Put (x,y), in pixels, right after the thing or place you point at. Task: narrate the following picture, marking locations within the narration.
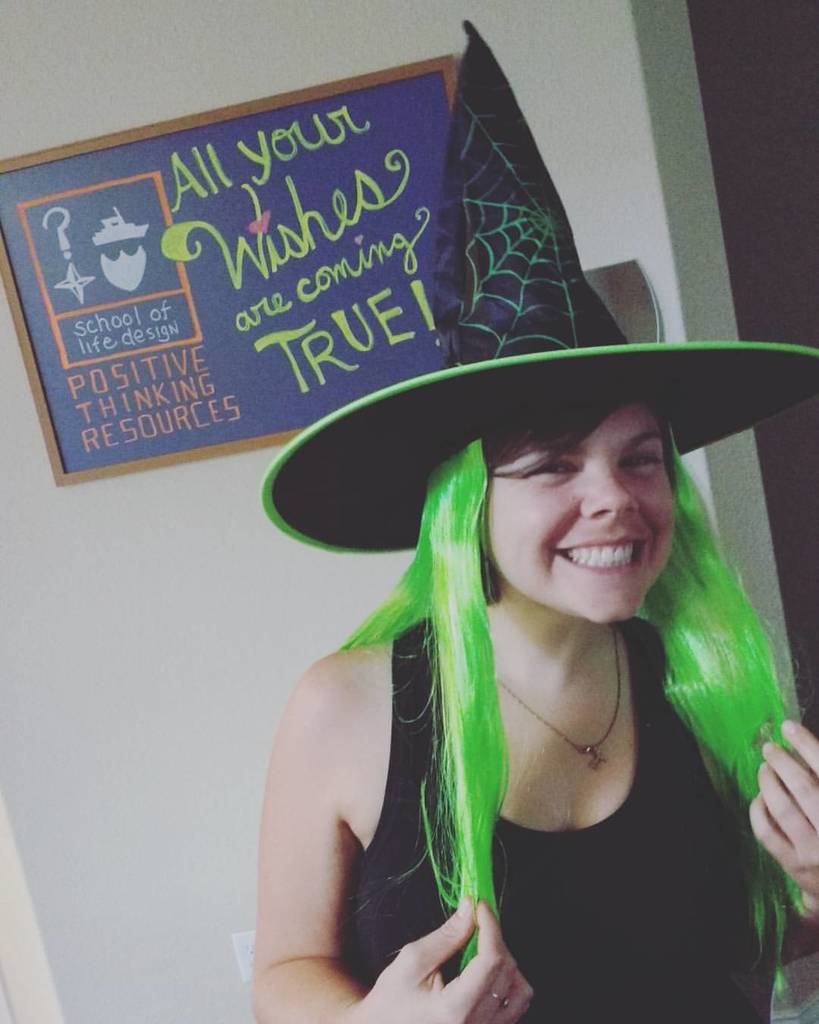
In this picture I can see a person (585,520) smiling with a hat (557,362), and in the background (275,296) there is a frame (154,345) attached to the wall (157,93).
